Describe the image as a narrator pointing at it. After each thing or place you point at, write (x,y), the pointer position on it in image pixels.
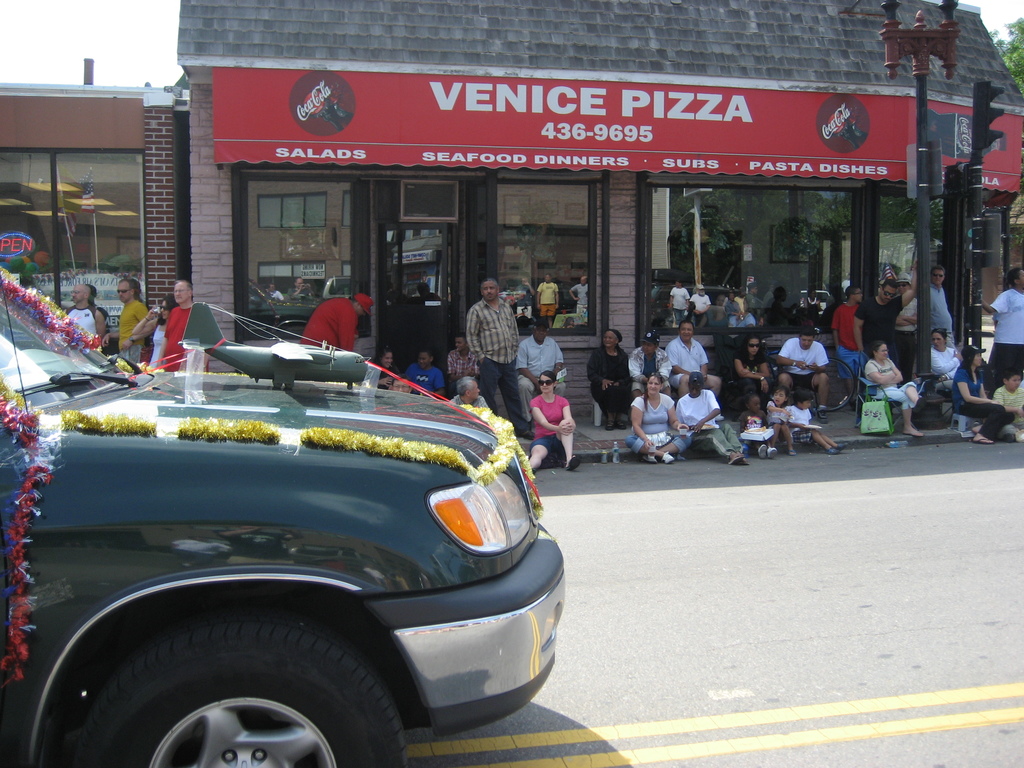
In this image there is a decorated vehicle (248,453) on the road (715,692). In the background (300,230) there are two buildings (416,187). There are also people (415,370) sitting and few (935,289) are standing in this image. In the right top corner (1010,40) there is a tree (1008,58). There is also pole (926,108) in this image.
